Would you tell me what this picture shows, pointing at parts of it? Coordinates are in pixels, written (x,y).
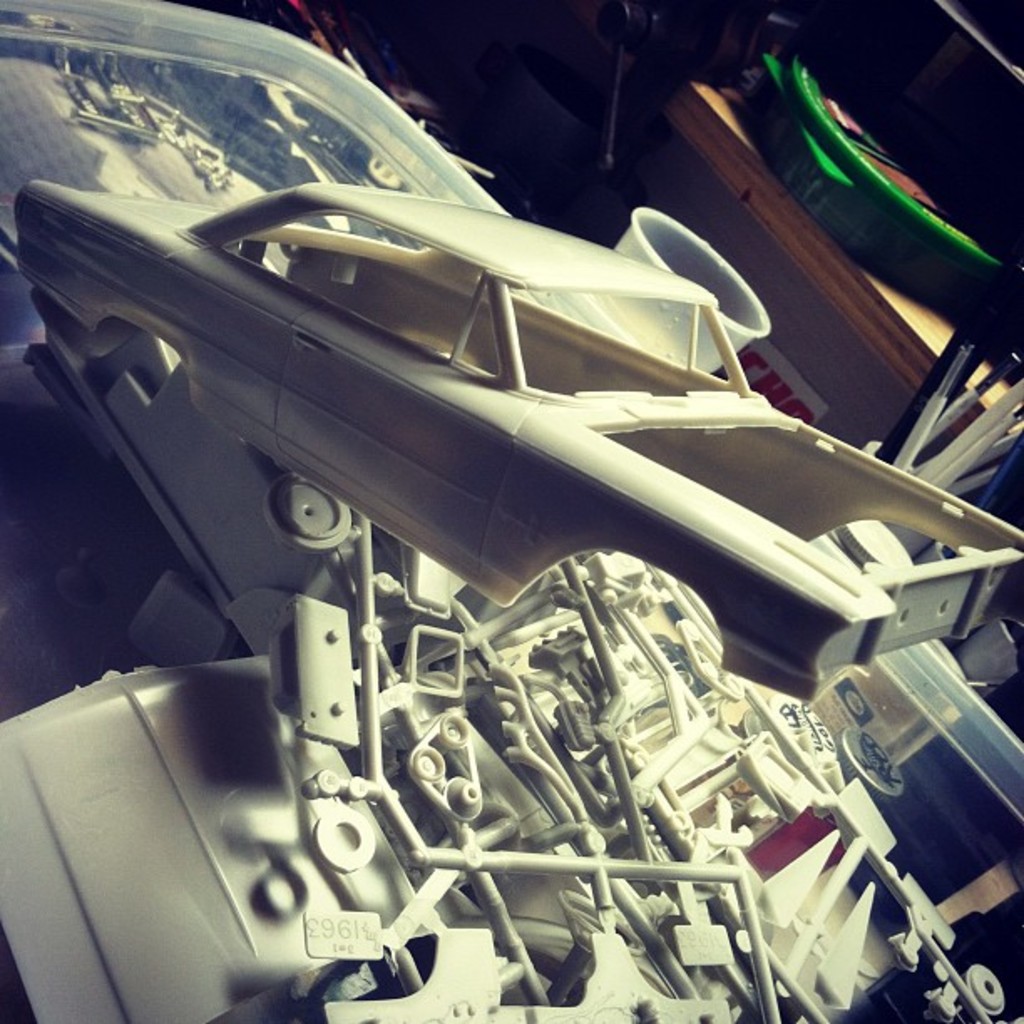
Here we can see toy vehicle parts (623,669) and there is a cup (733,312).
